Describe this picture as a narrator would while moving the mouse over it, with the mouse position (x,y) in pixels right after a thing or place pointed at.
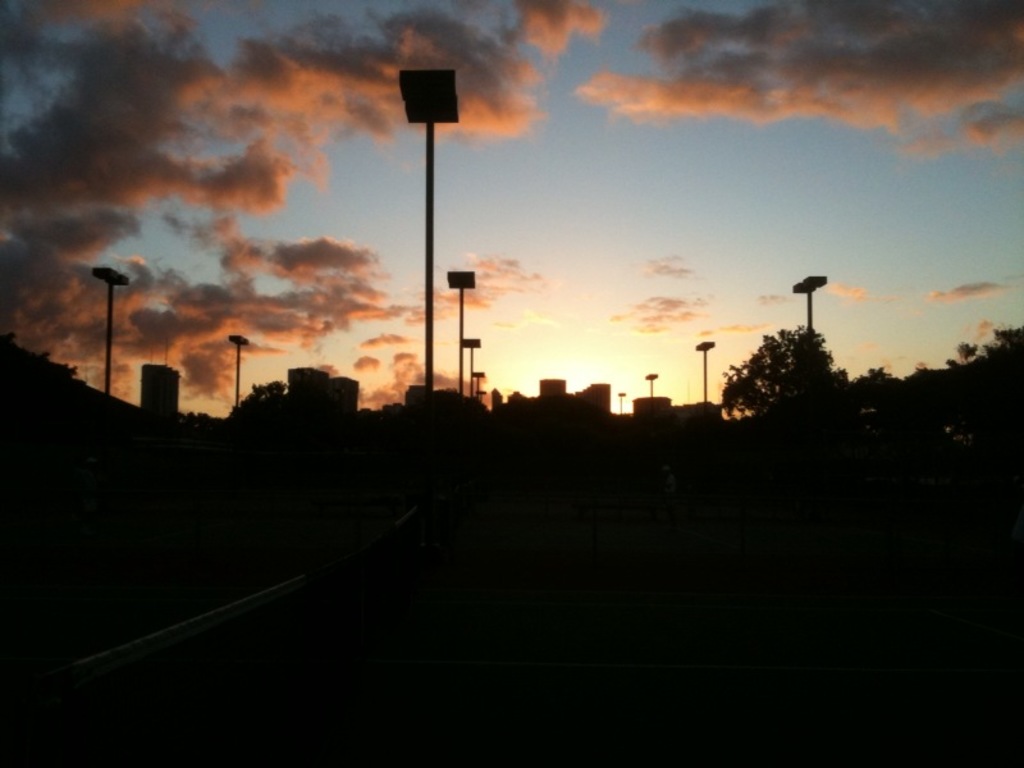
In this image, we can see some poles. In the background (268,395), we can see some buildings (700,407) and trees (767,410). We can also see the sky (698,138) with clouds (834,109) in it.
